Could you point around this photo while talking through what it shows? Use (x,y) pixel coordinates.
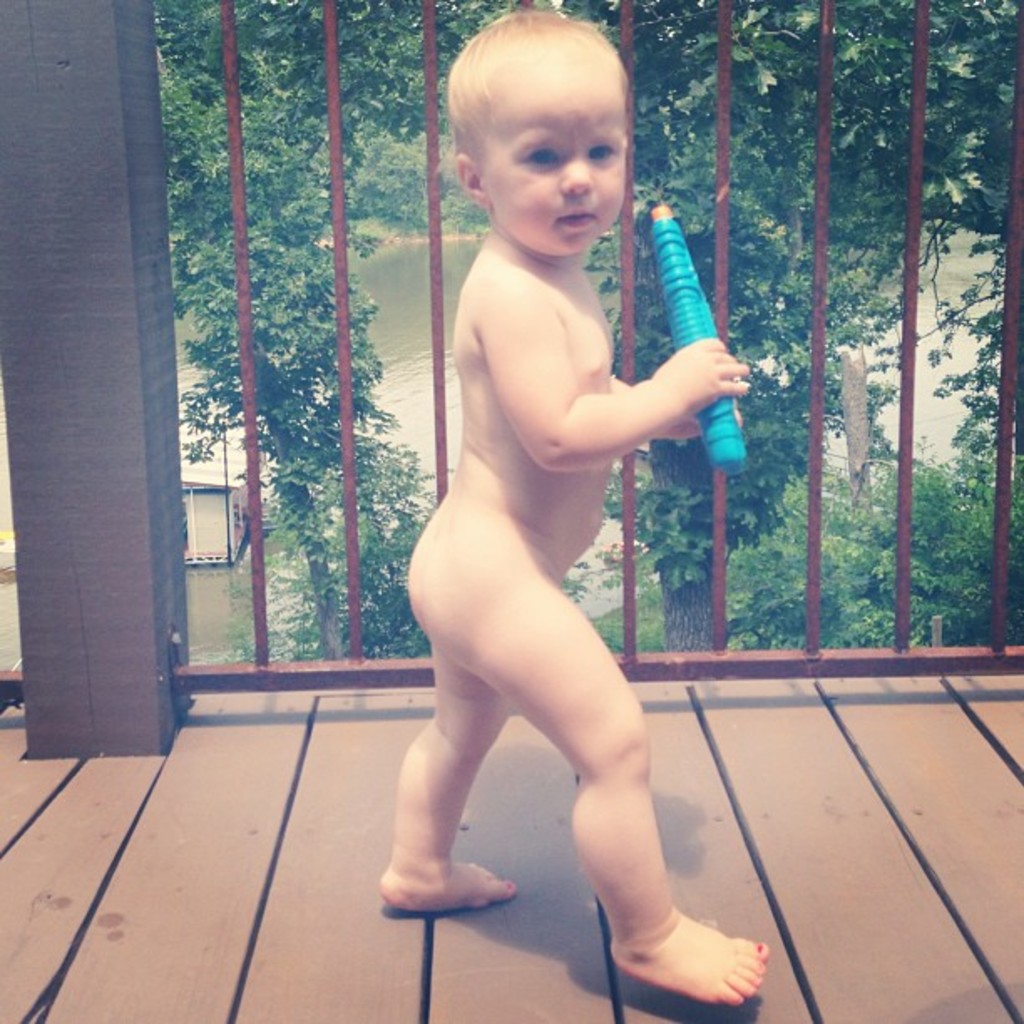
In this picture I can see a kid (473,406) standing and holding an object (662,208), and in the background (230,479) there is water (370,254), house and there are iron grilles (900,636), trees (381,94).
